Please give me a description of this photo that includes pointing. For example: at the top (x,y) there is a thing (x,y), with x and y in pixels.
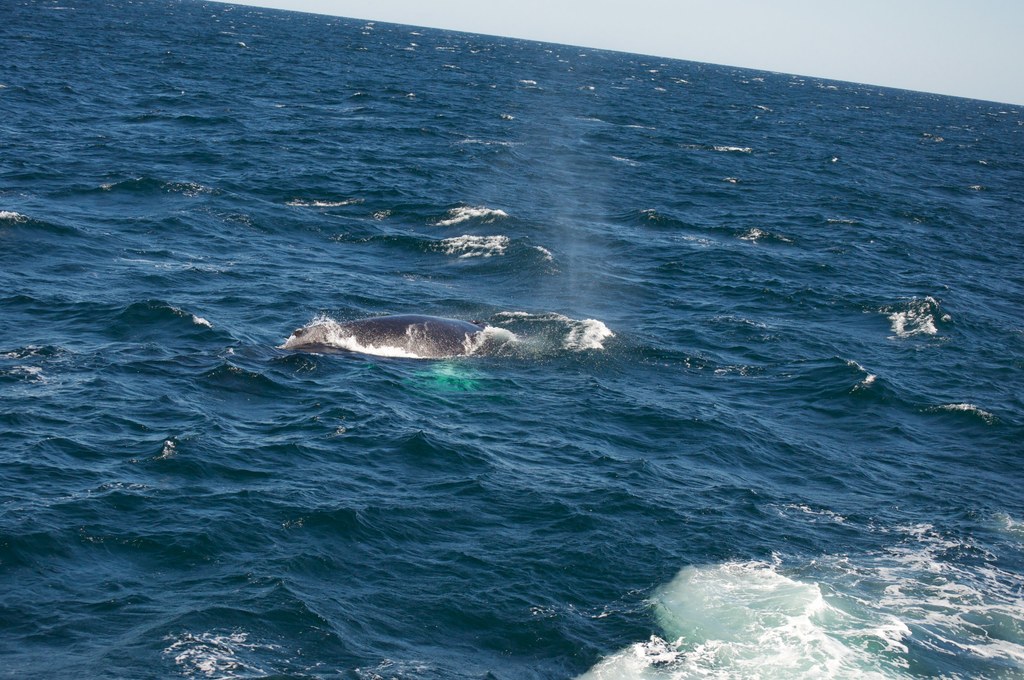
In the image we can see a whale (392,331) in the water (639,185), this is a water (469,312) and a sky (849,76).
